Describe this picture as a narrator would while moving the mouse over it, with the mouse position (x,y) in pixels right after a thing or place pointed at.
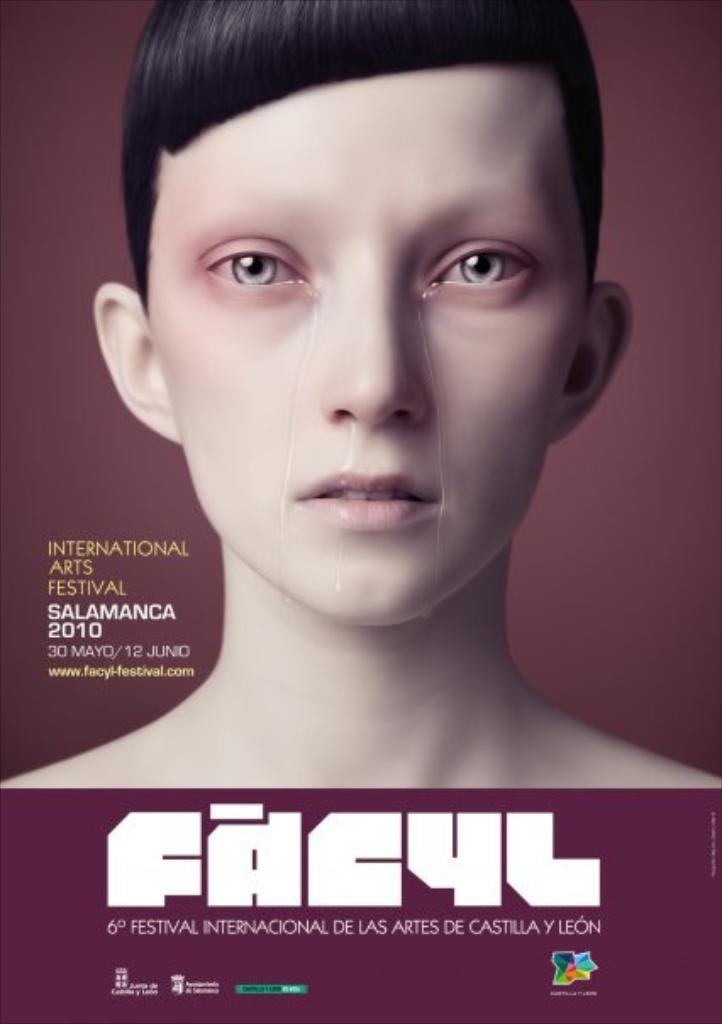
This image consists of a poster (138,477). On this poster (332,720), I can see some text (530,840) and an image (368,453) of a person (368,453).
